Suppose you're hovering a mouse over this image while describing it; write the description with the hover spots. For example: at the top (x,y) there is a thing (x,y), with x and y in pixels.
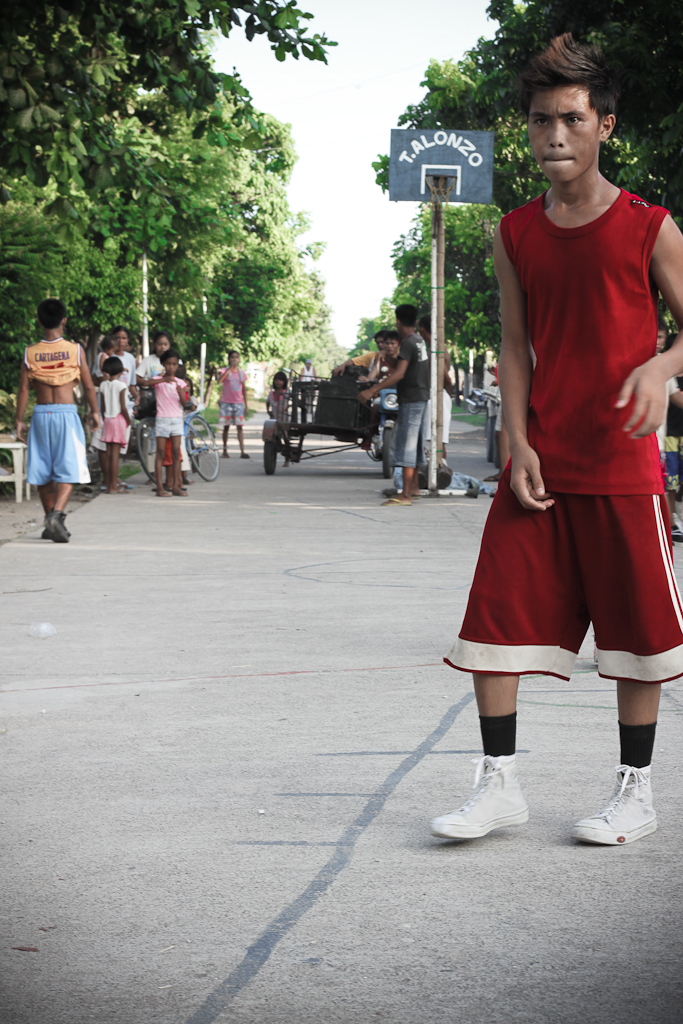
In this image I can see a person (564,330) wearing red and white colored dress (580,353) is standing on the road (520,847). In the background (63,518) I can see few other persons (41,444) standing on the road (110,575), a vehicles (319,385) on the road (402,899), a person (164,364) holding a bicycle (198,414), few trees (198,291) on both sides of the road (285,851), few poles (441,416) and the sky (353,118).
